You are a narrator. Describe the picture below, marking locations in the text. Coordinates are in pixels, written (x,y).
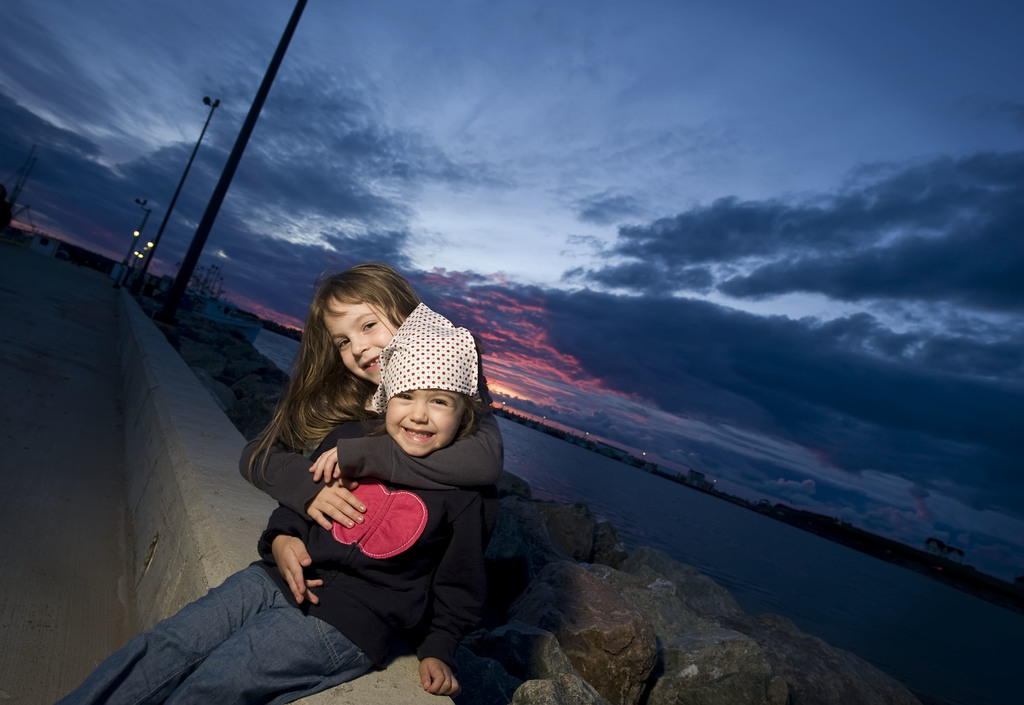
In this image I can see two persons (417,516). In front (473,514) the person (434,524) is wearing black jacket (392,532), blue pant (289,611) and the other person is wearing black shirt (445,469). Background (149,204) I can see few light poles (220,205), water (548,465), stones (599,571) and the sky (571,215) is in blue and gray color.
